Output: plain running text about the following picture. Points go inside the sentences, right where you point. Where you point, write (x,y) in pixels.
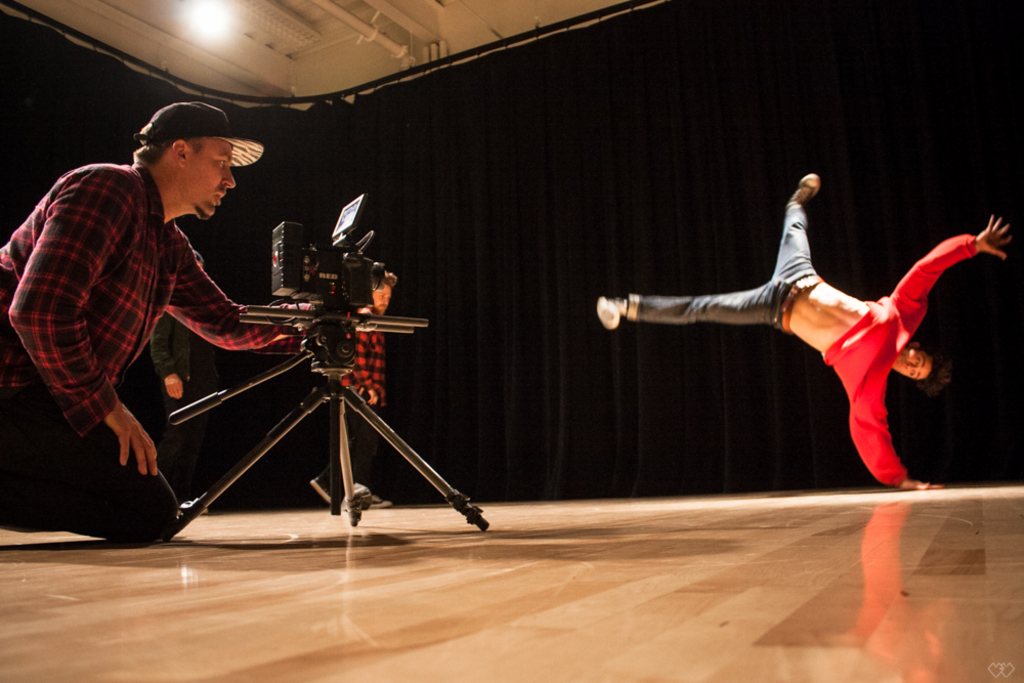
As we can see in the image there are four people (133,201), curtains (548,128), light (215,26) and camera (330,290).
